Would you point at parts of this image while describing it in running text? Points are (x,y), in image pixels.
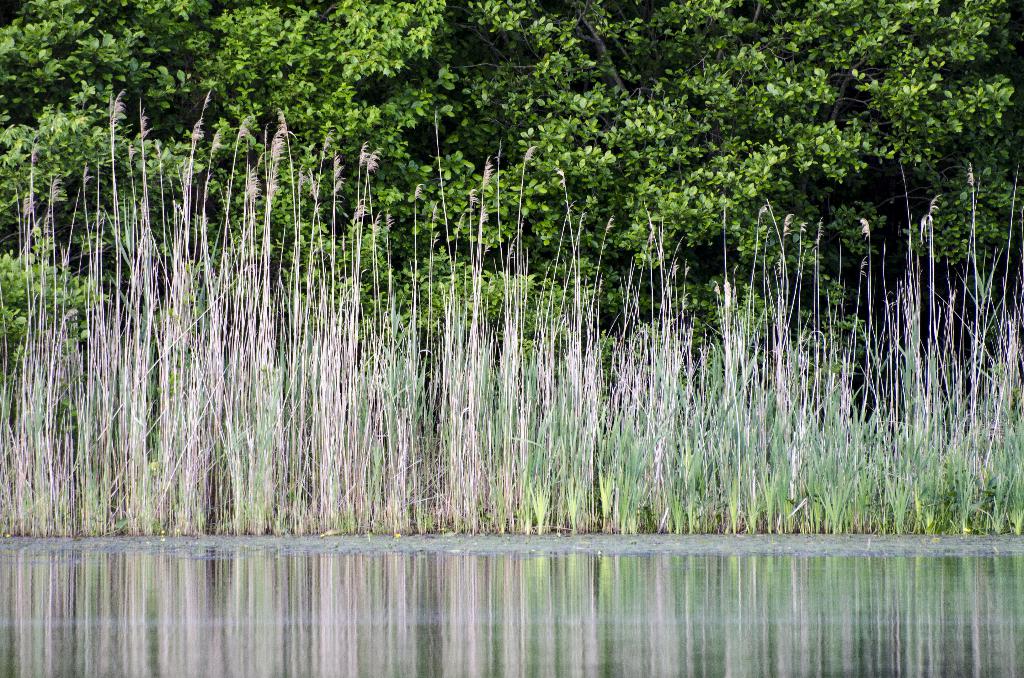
In this picture I can observe water (509,599) in the bottom of the picture (478,603). I can observe some grass (399,434) in the middle of the picture (550,426). In the background (471,134) there are trees (459,127).
